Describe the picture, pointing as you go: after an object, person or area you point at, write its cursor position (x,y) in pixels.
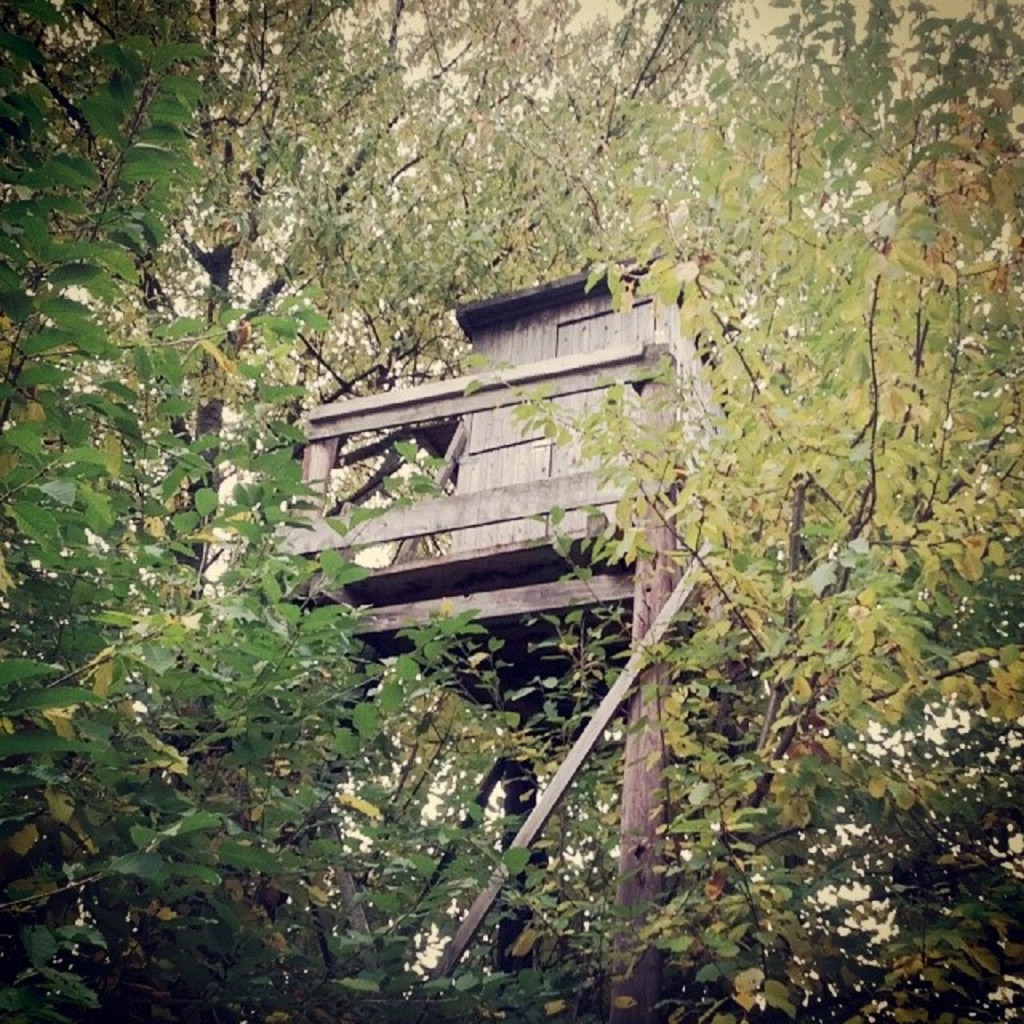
In the image there are many trees (333,661). And in the middle of the trees (431,238) there is a wooden house (525,364) with wooden pillars (656,654).
